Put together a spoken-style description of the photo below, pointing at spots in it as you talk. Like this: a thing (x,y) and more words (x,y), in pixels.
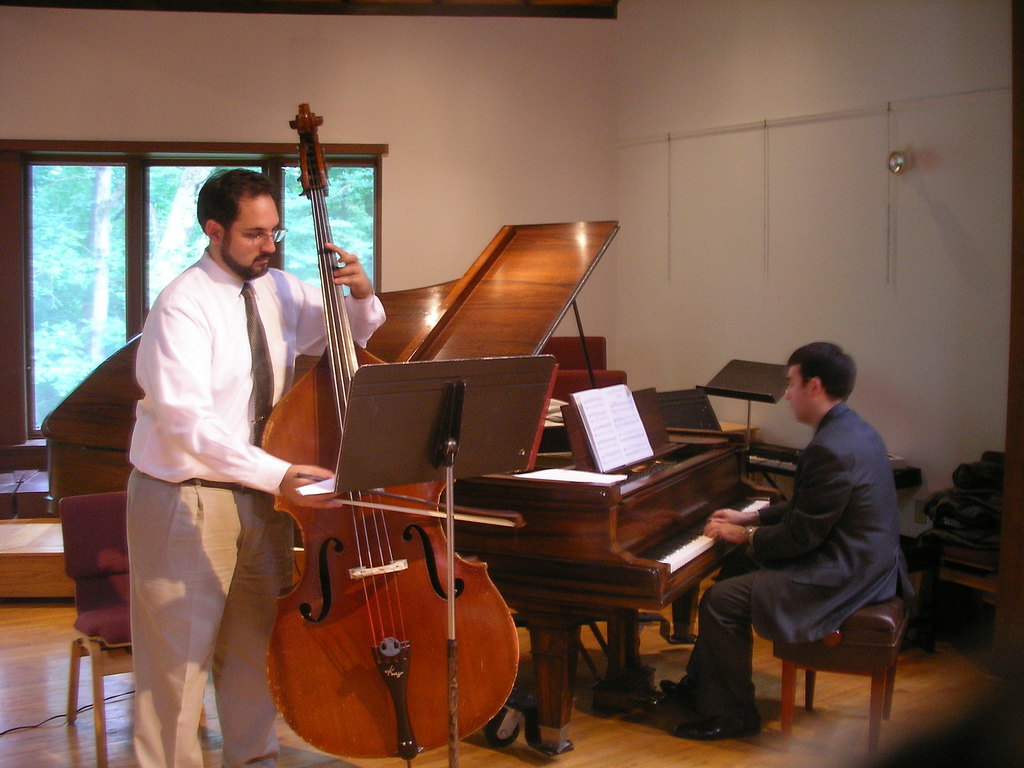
in this picture a man (243,223) is standing and he is holding a double bass (331,404) in his hand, he is wearing a white color shirt (203,354). here it is a board (518,391), and on other side a person (803,537) is sitting on a chair (858,625), he is playing piano (681,544) he is wearing a suit (841,463). and here it is a wall (678,197). and here it is a window (348,202) made of glass (359,208), and at back (345,219) side there are trees (334,191), and here it is a floor (27,644).
